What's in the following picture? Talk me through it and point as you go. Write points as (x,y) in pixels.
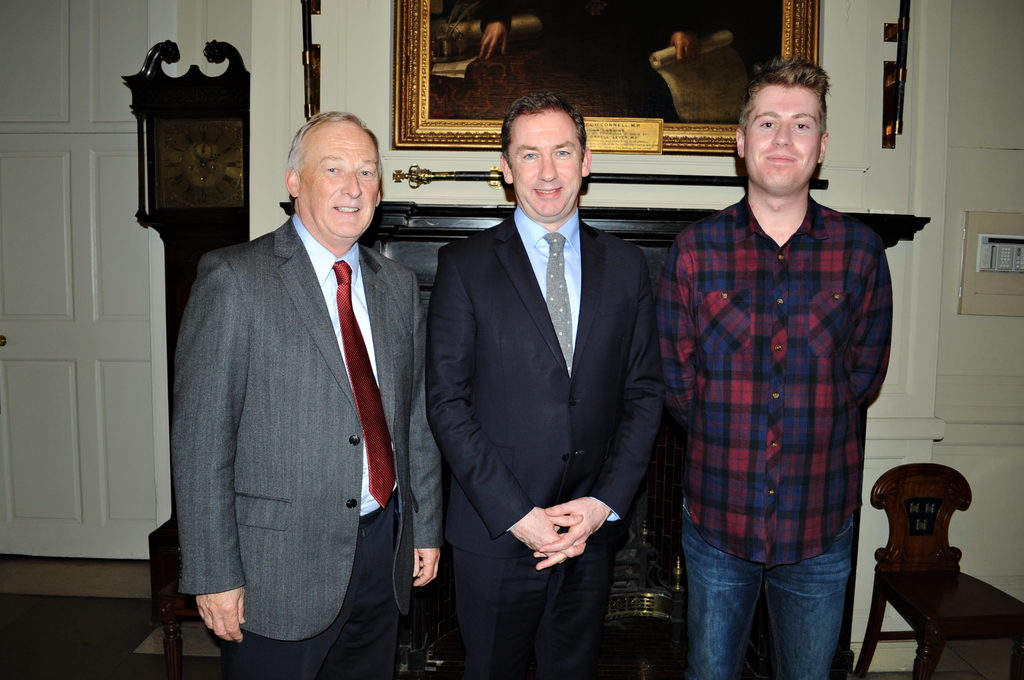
In this picture we can see three people (351,355) standing and posing for a picture. Behind them there is a wall poster (575,81), clock (241,119) and a chair (941,508).
